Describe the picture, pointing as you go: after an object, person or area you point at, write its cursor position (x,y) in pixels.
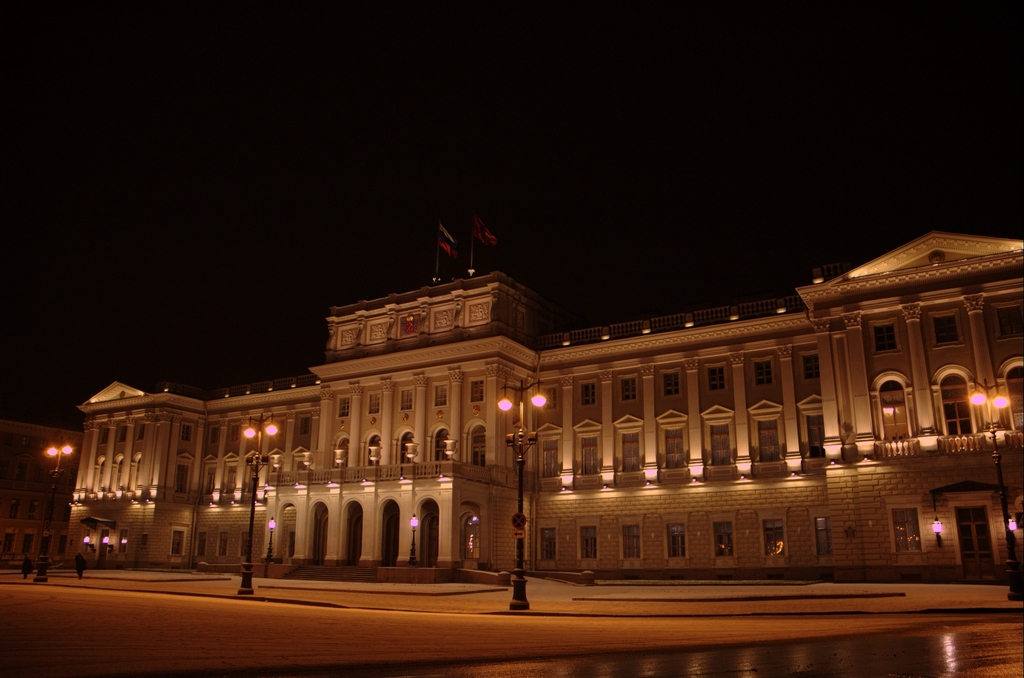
In the foreground of the image (47,452) we can see group of light poles (532,440). In the center of the image (414,446), we can see a building (782,496) with group of pillars (980,375), windows (549,547), lights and flags (446,243). In the background (836,141) we can see the sky (487,96).
